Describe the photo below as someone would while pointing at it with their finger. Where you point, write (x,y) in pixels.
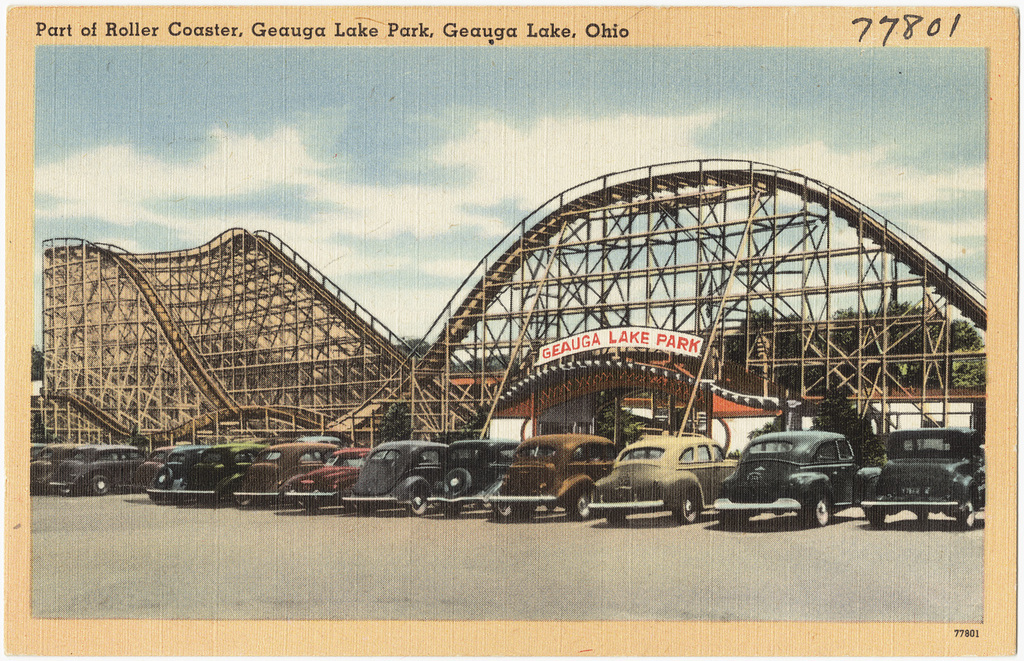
This is a photograph on a paper (538,393). In the image we can see cars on the road (387,563) and in the background (478,415) there are poles (506,326), name board (609,333), trees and clouds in the sky (286,72). At the top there is a text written on the paper (104,626).
